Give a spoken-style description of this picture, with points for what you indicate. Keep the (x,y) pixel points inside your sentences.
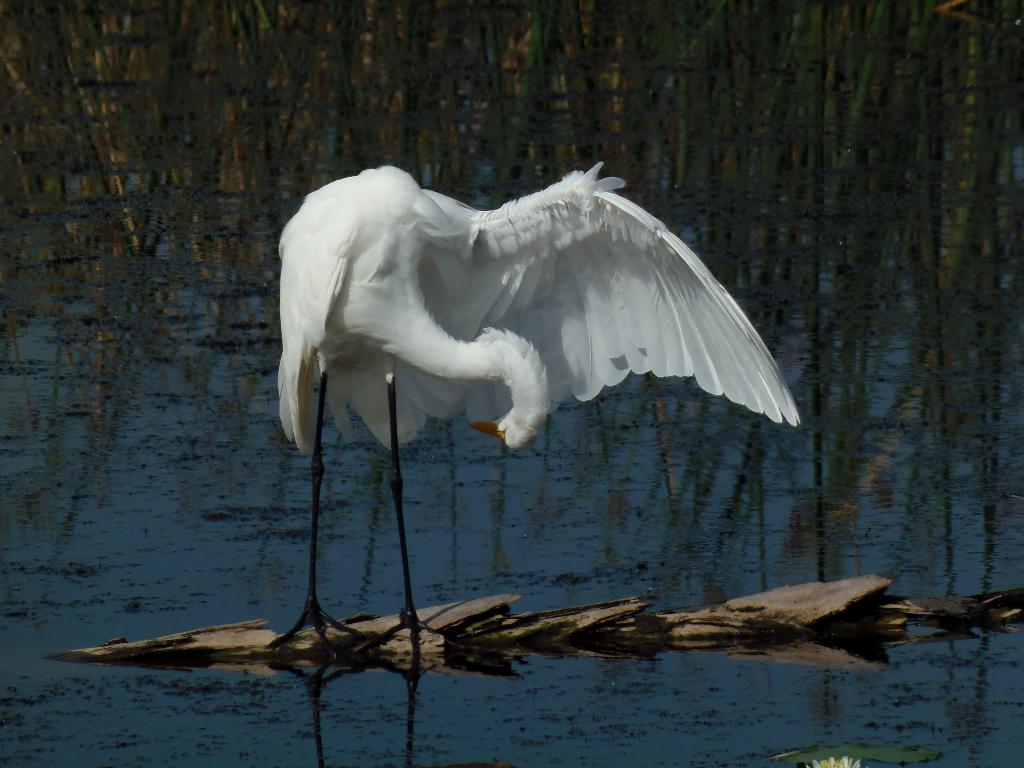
In this picture we can see a crane (308,447) standing on a wooden platform (213,655), water (523,683) and in the background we can see plants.
